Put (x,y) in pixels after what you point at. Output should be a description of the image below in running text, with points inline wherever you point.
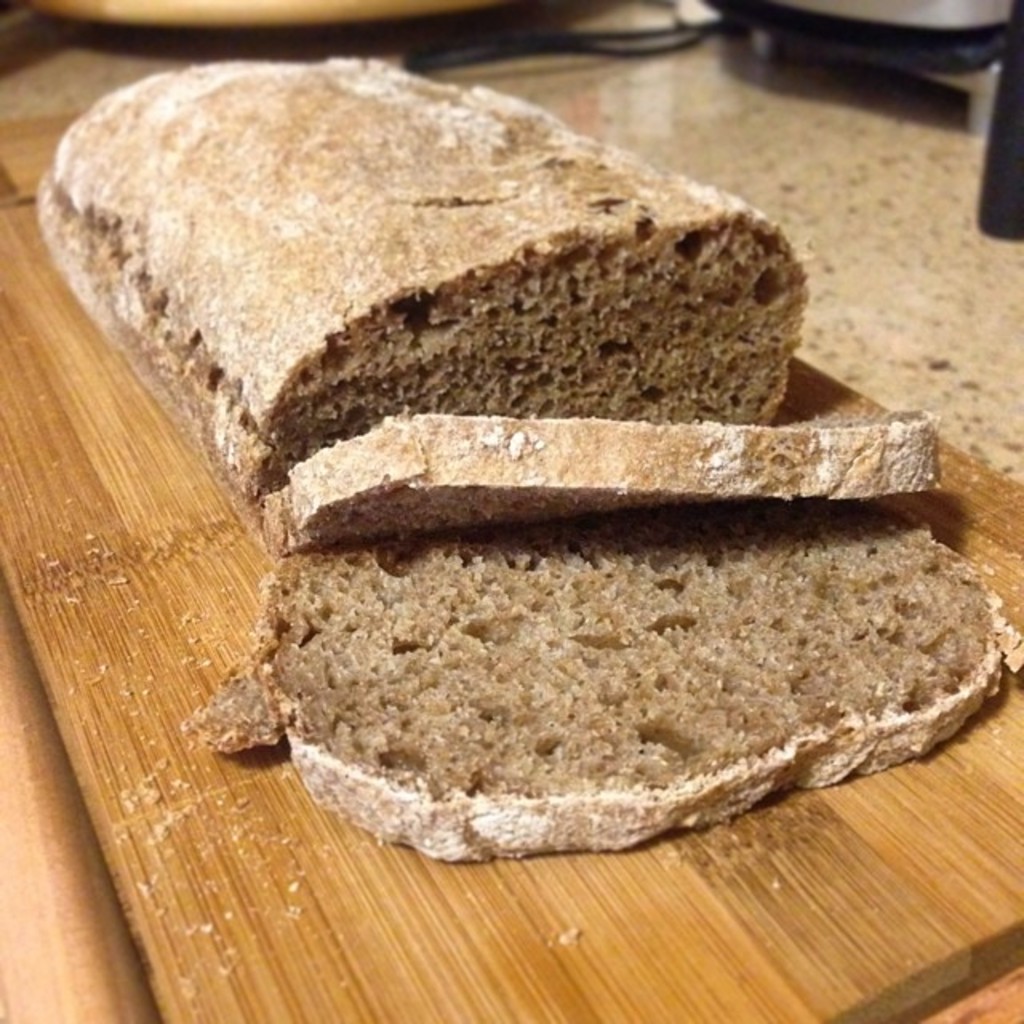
In this picture we can see some food (402,624) on a wooden plank (196,591). There are few vessels (895,45) in the background (971,31).
